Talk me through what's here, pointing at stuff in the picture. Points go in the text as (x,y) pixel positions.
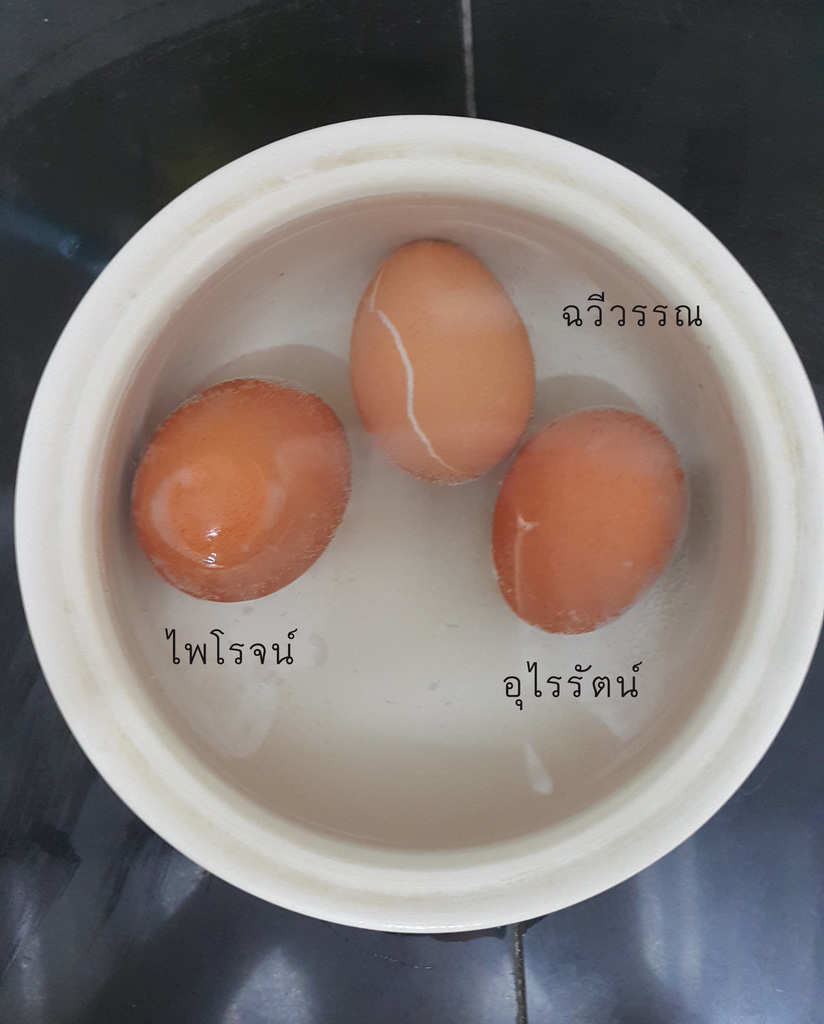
In this image we can see the eggs (526,331) and water (547,332) in the bowl (369,449). In the background of the image (308,58) there is a surface (201,163). On the image there is a watermark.
